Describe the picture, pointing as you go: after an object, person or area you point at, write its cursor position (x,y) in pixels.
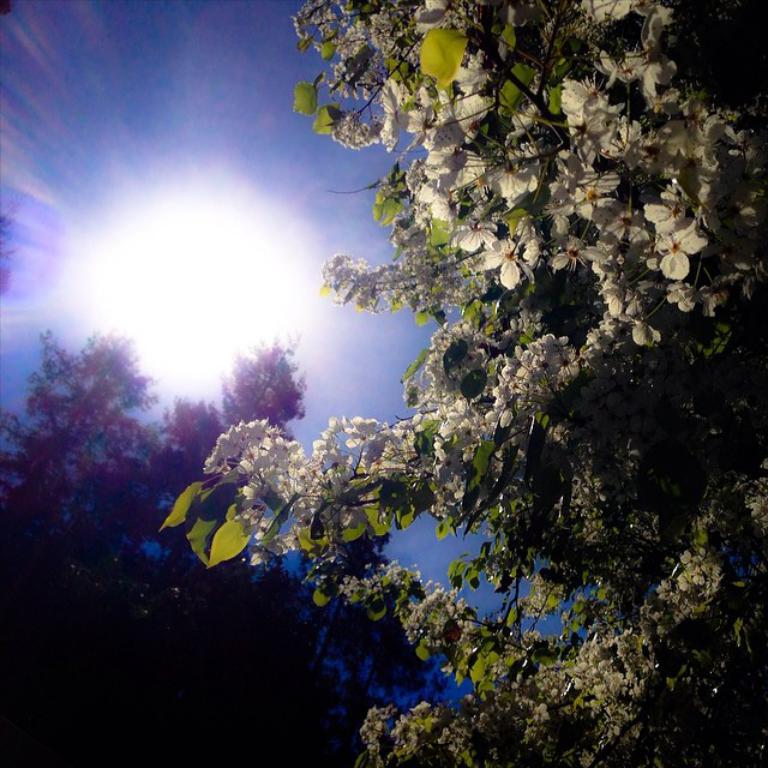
In this image, I can see flowering trees (361,495), light (185,328) and the sky (282,308). This picture might be taken during day.
